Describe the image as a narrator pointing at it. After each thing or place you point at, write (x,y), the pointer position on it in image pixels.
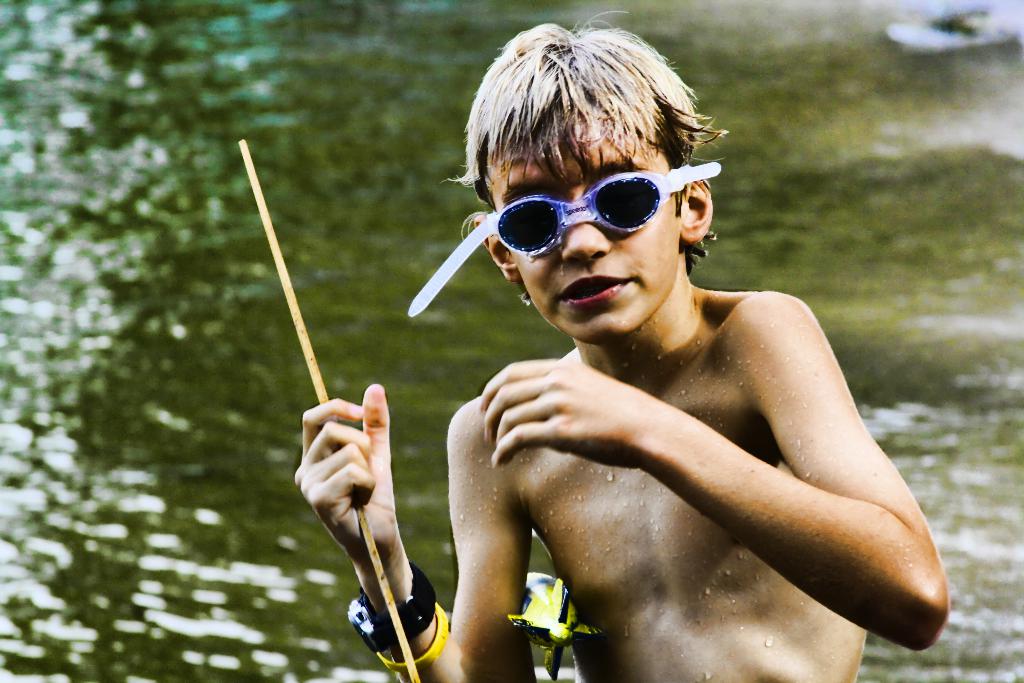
In this image I can see a person (580,317) wearing the spectacles (539,223) and a watch (364,620). In the background (323,643), I can see the water (836,249).
